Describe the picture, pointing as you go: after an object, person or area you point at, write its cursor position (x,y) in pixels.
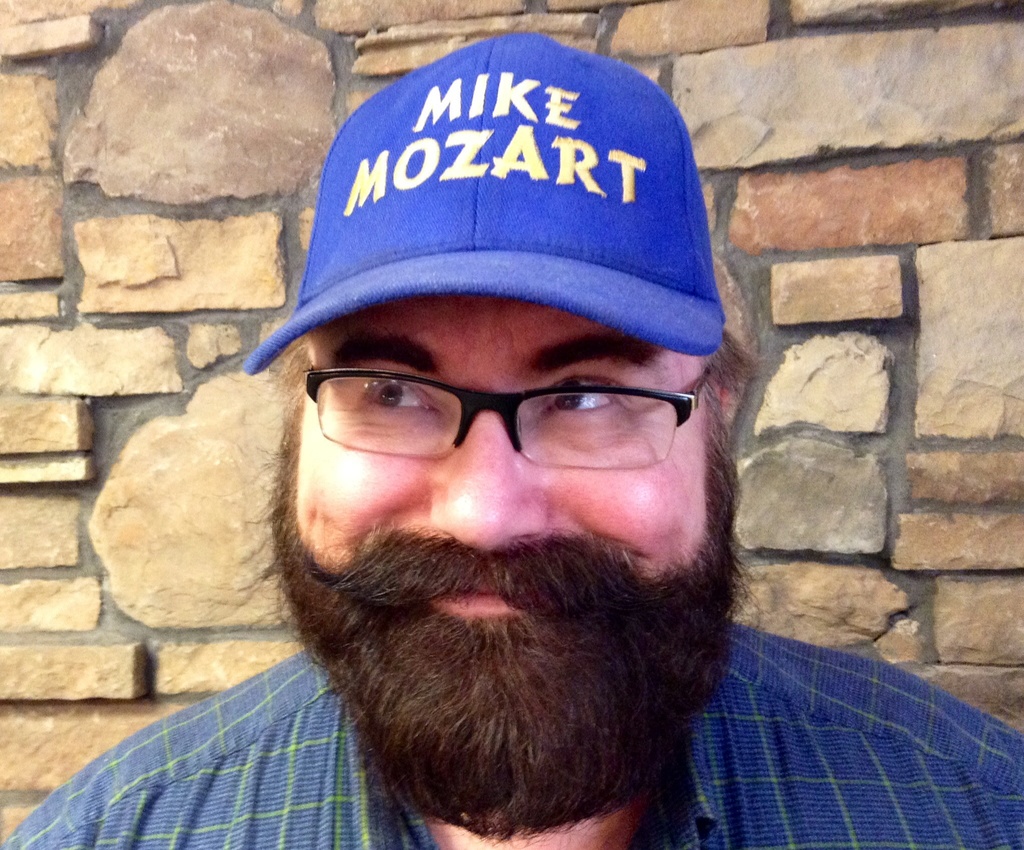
In this picture there is a man (497,728) who is wearing cap (484,199), spectacle (558,458) and shirt (800,772). He is smiling and standing near to the wall (827,603).
